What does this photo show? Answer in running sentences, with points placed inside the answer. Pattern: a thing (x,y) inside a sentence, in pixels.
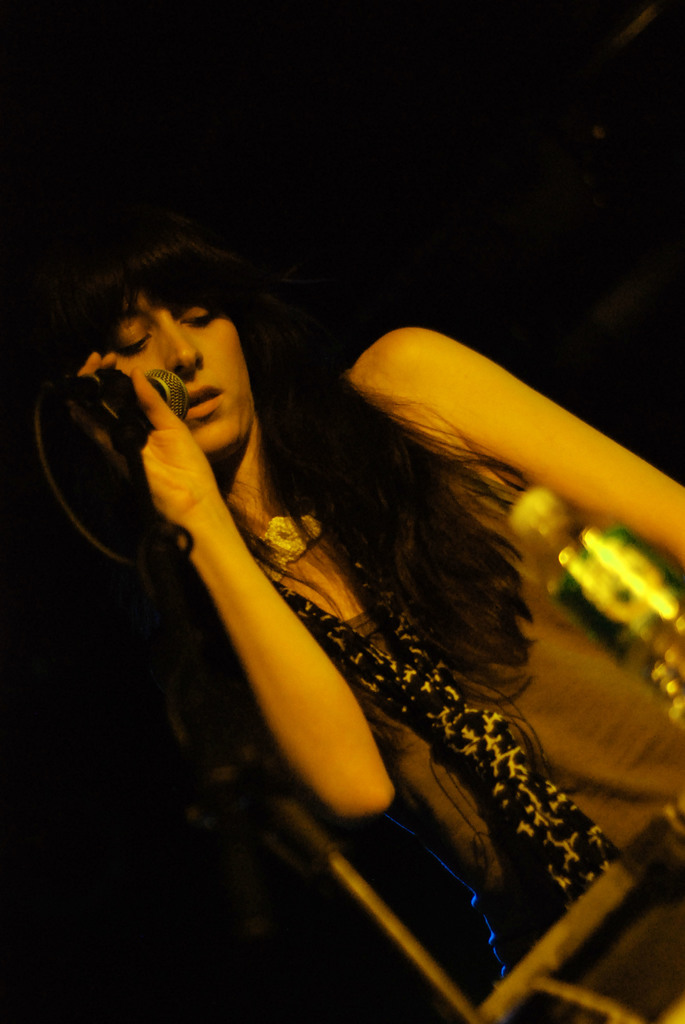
This woman (553,739) is standing and holds a mic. In-front of this woman (583,679) there is a bottle (638,596). She wore scarf (445,688).
